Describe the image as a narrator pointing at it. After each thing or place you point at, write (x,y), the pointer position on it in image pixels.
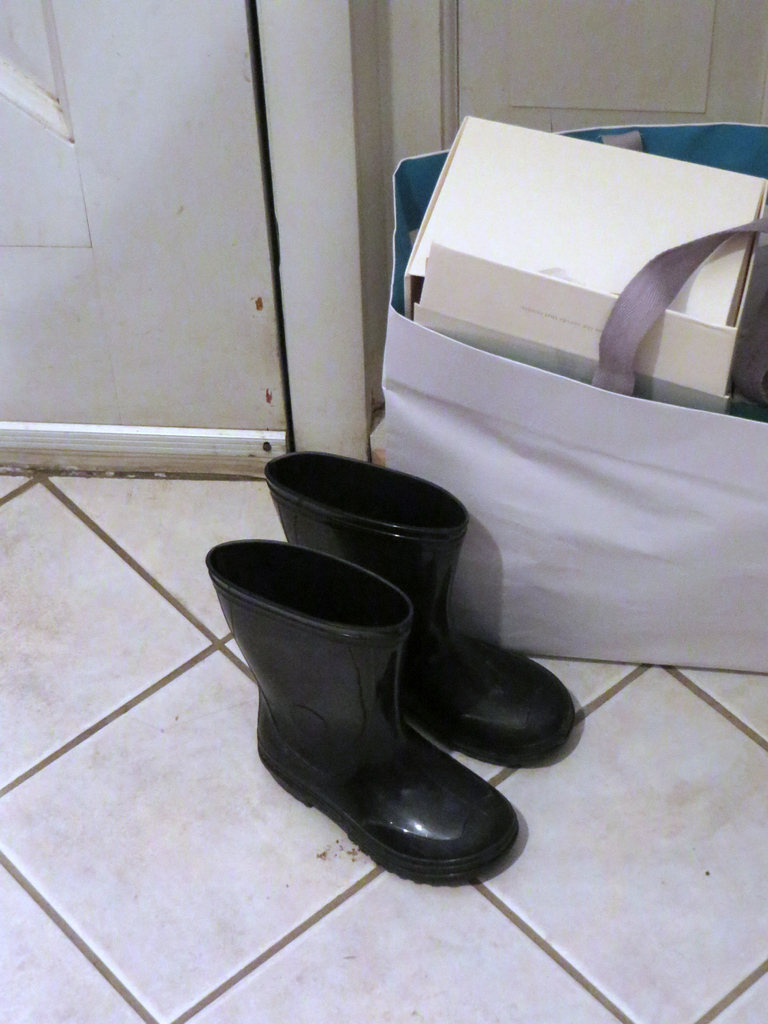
In this image I can see two black colour shoes (434,595), a white colour bag (498,467) and in it I can see few white colour boxes (594,339). On the top left side of this image (23,50) I can see a door (15,55).
